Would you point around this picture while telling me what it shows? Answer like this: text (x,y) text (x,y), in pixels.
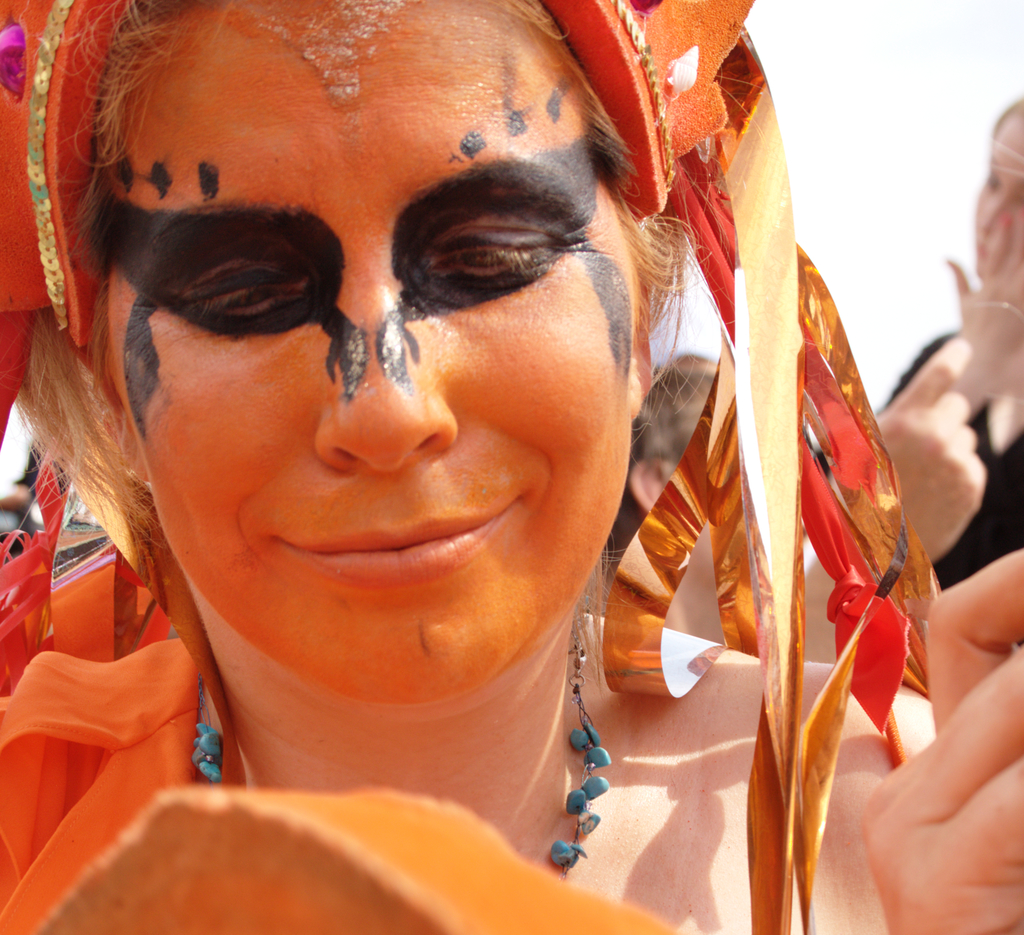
In the image we can see a woman (544,667) smiling, wearing neck chain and on her face (394,499) there is painting (381,504). Behind her there are other people (977,531) wearing clothes (977,531) and the sky (913,130).
